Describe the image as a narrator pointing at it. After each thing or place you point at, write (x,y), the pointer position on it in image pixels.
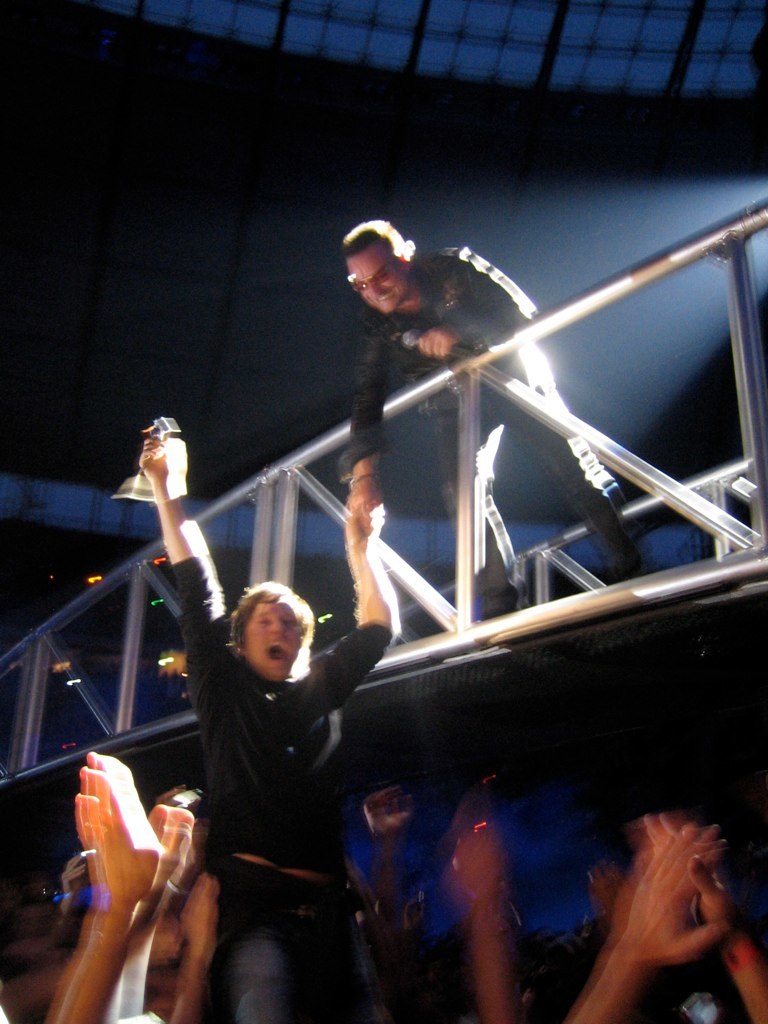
This image consists of a man (387,326) standing at the top (432,325). In the middle (481,638), there is a railing (749,247) made up of metal (717,256). He is holding the hand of a boy (305,784). At the bottom (361,884), there is a huge crowd (638,902). At the top (300,98), there is a roof (224,199).
